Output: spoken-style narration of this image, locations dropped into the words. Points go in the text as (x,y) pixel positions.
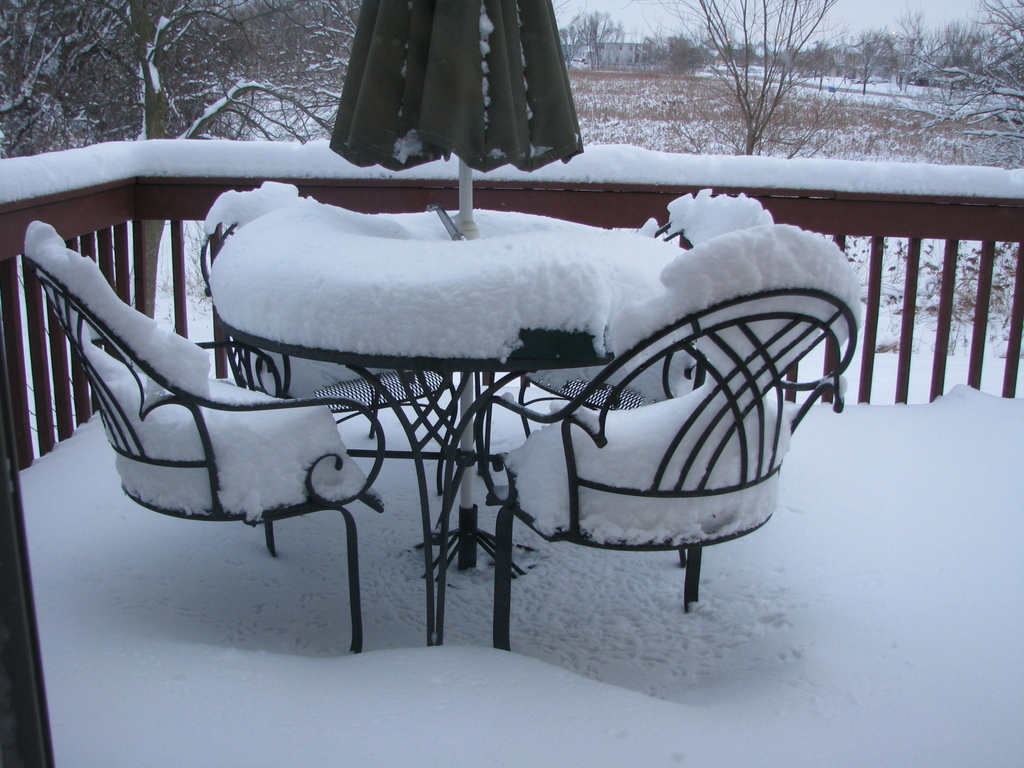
In this image we can see a deck (525,541). There is a table (398,364) and we can see chairs (760,476). There is snow (611,666) and we can see a parasol (463,84). In the background (631,16) there are trees (938,86), buildings (623,64) and sky (912,14).
